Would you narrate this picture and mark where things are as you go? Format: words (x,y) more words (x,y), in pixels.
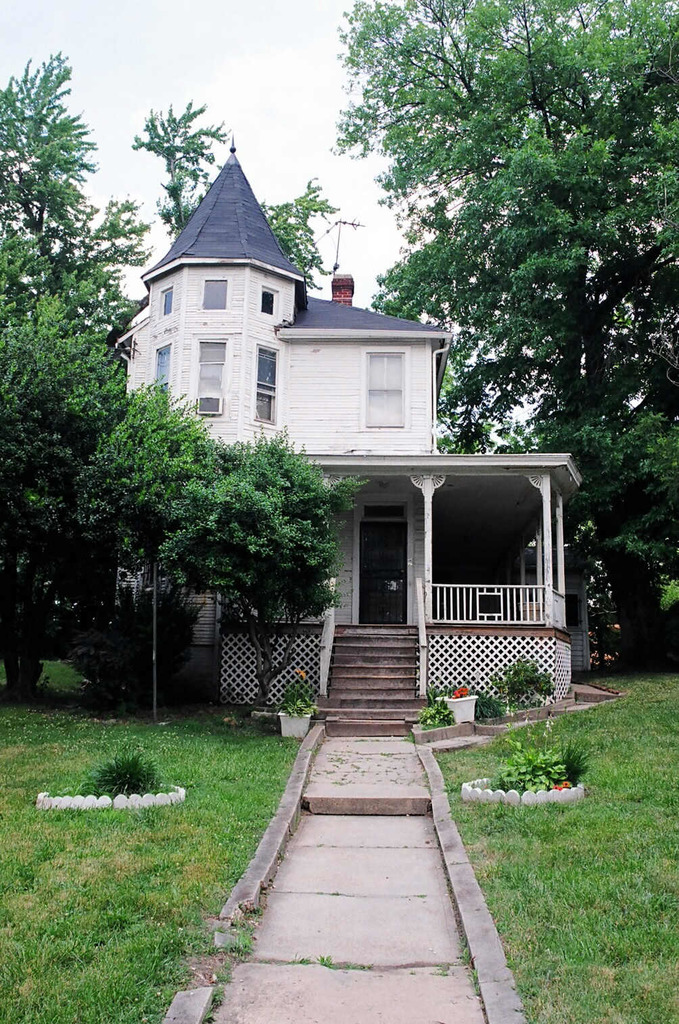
In this picture I can see a house (169,356), trees (554,351), grass (574,827) and path (329,840).
